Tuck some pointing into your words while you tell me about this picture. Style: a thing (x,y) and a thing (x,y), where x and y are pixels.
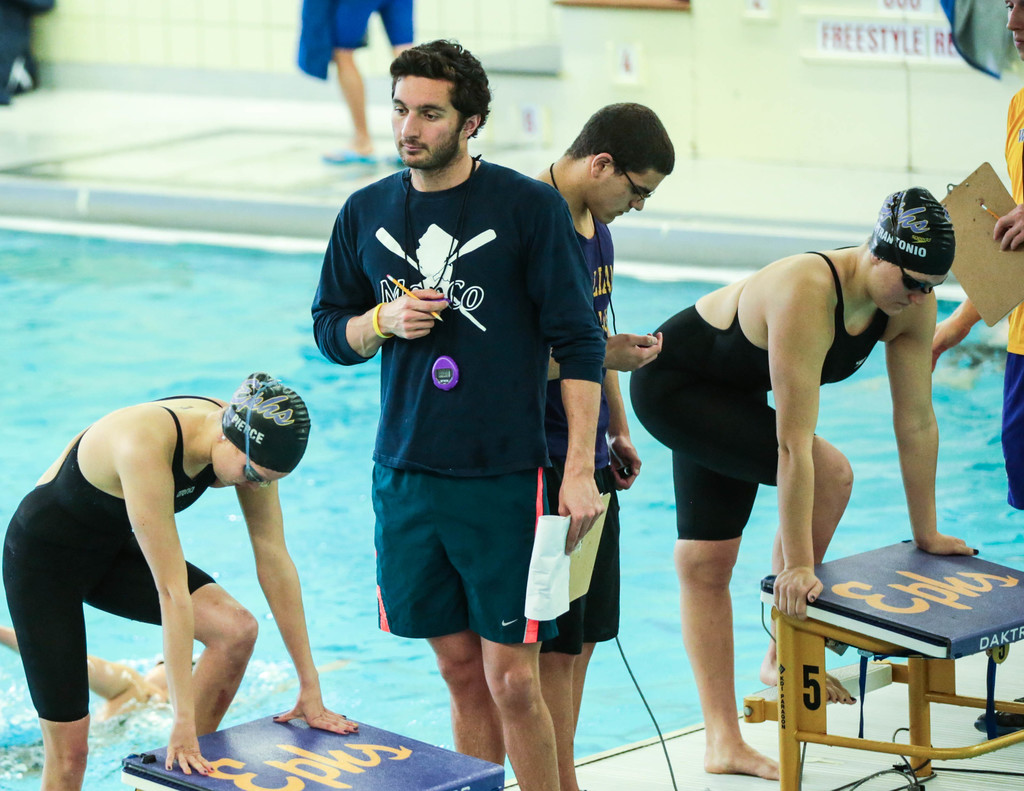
In this image, we can see people (462,308) and some are wearing swimming suits (99,568), glasses (265,473) and caps (226,425) and we can see some stands (806,632). In the background (331,404), there are people (559,218) and some are wearing stopwatches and holding objects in their hands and there are some posters (834,46) on the wall (676,140) and we can see water (117,318) and there is a floor (218,155).
